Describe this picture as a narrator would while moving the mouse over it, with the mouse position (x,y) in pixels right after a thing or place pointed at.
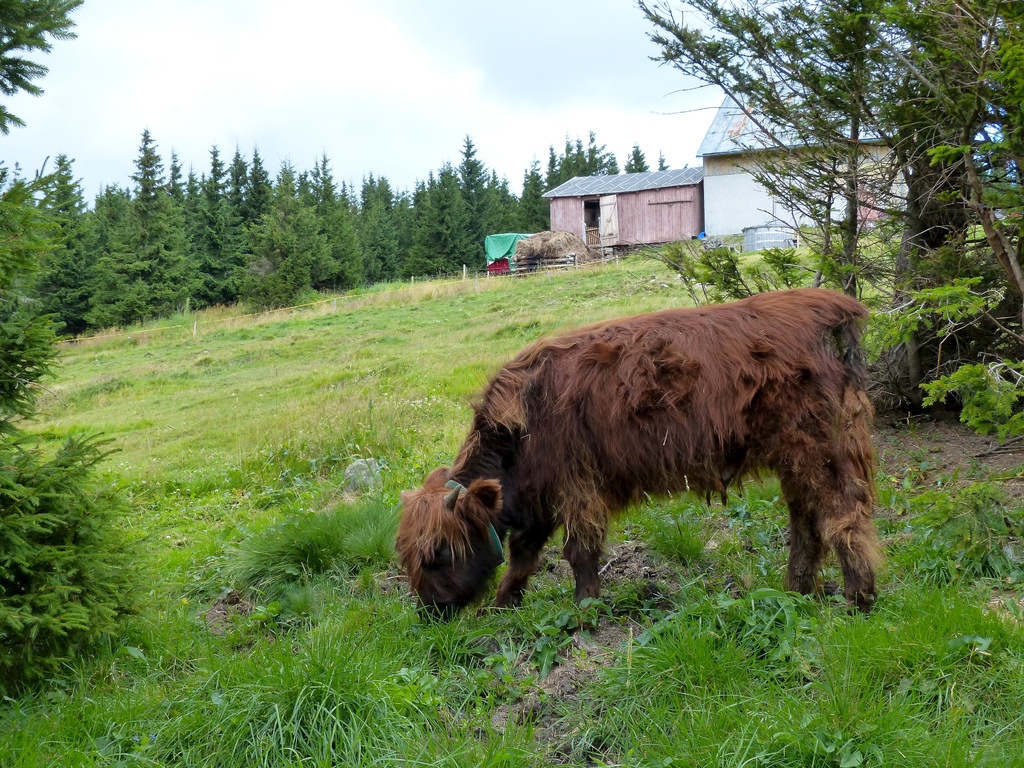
In the center of the image (494,433) there is a cow (627,502). At the bottom of the image (460,629) there is grass (356,629). In the background of the image (325,265) there are trees (441,213). There is a house (674,190). There is sky (296,53).
